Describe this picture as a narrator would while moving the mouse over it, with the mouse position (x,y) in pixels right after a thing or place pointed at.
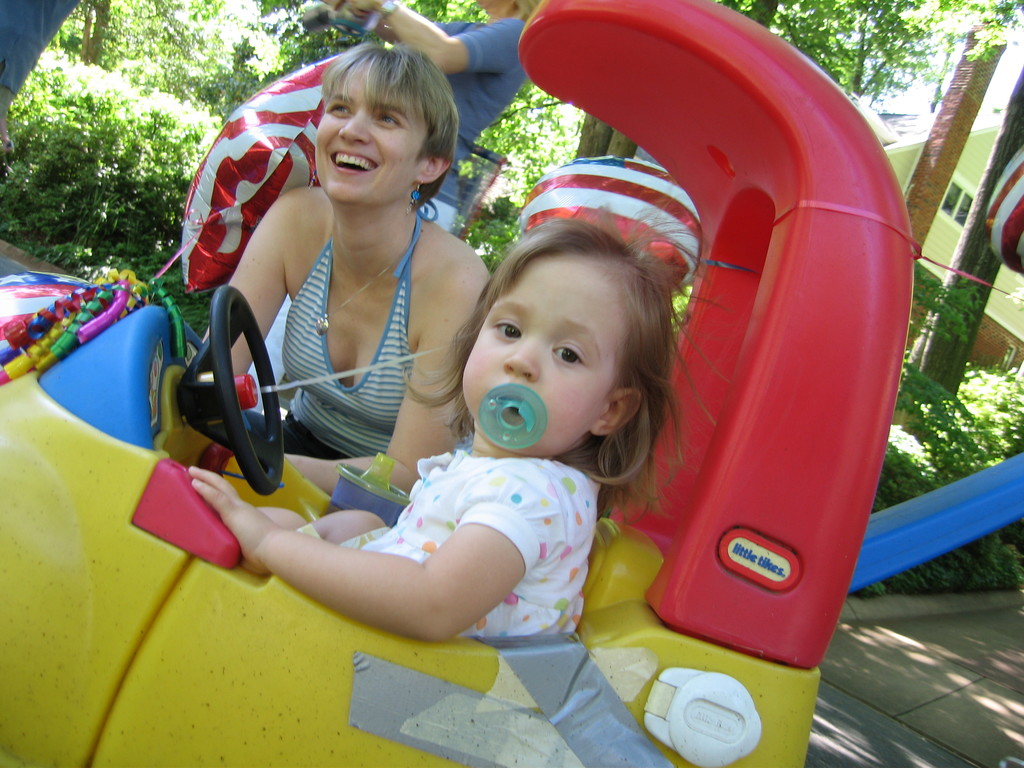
As we can see in the image there are trees (184,145), building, plants (184,145), few people (471,297) here and there. The girl (532,394) who is over here is sitting in toy car (319,697) and the woman (360,314) is laughing over here and there is a red and white color balloon (285,134).
